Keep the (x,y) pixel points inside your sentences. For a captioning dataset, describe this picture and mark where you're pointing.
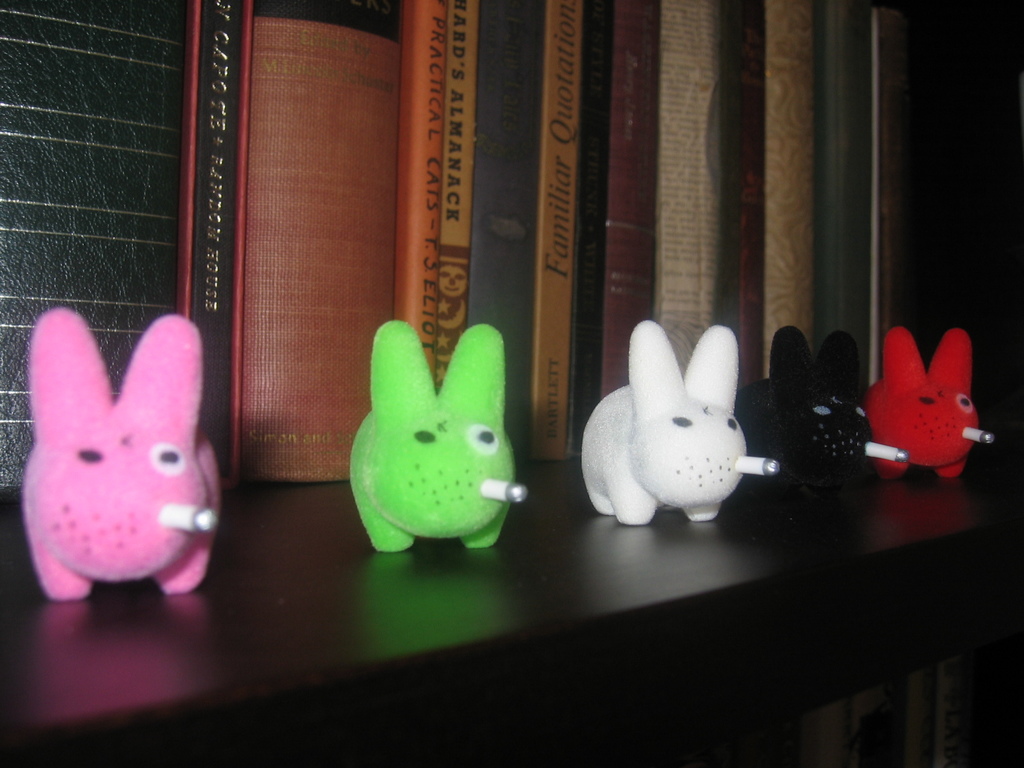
In this image there is a table (229,518) on which there are five toys (956,386) of different colours. In the background (408,133) there are books (609,140). All the toys (743,442) are having the cigar (187,509) in their mouth (156,521).
